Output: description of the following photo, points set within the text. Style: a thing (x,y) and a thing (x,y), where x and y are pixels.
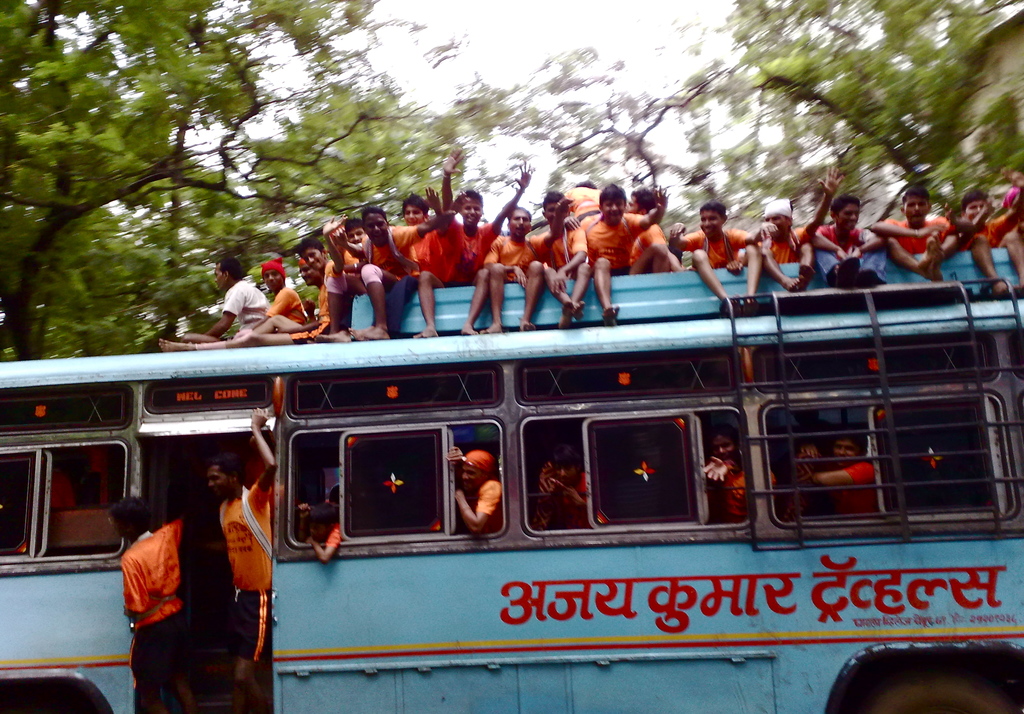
In this picture we can see a bus (204,665) with some people (871,480) in it, some people (333,248) on it and in the background (125,98) we can see trees (856,107) and the sky (512,53).
